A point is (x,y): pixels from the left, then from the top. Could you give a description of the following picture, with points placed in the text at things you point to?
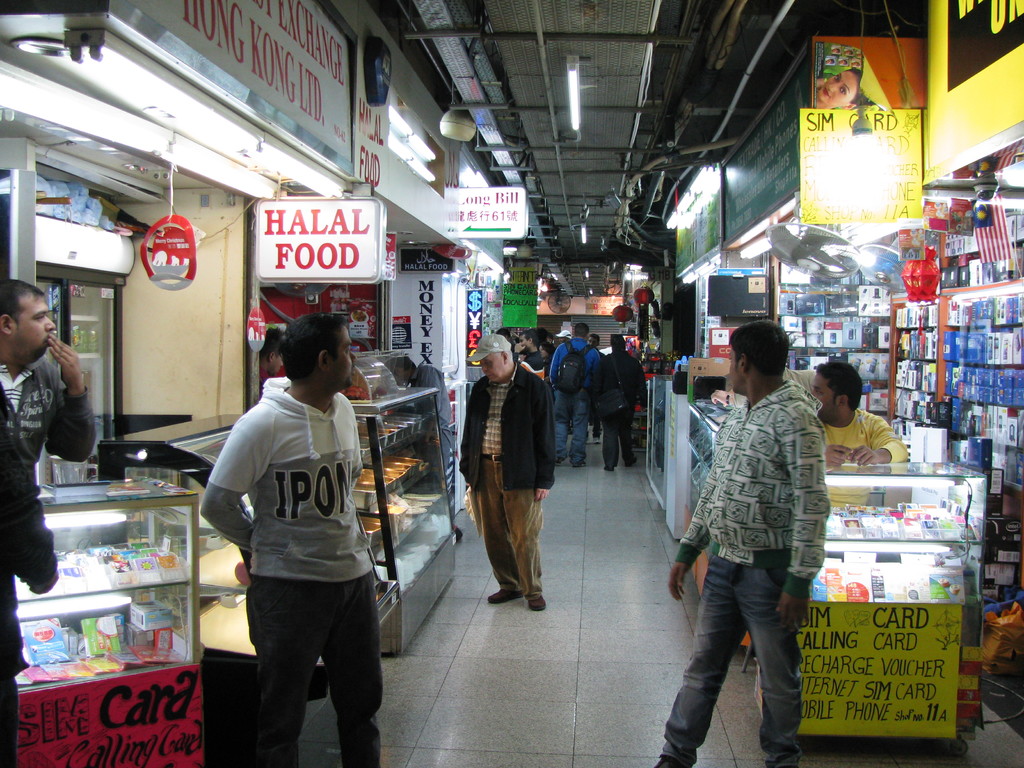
There are many people (514,454). Some are wearing bags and cap (479,353). On the sides there are shops (984,352). On the right side (915,362) there are many items (903,341). Inside the shop (882,265) there are name boards (861,192). Also there is a glass cupboard (833,485). Inside that there are many items (899,527). There is a fan (840,260). On the left side (151,486) there are many glass cupboards (166,480). Inside that there are many items (404,469). There are name boards (374,123). On the ceiling (577,212) there are lights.
